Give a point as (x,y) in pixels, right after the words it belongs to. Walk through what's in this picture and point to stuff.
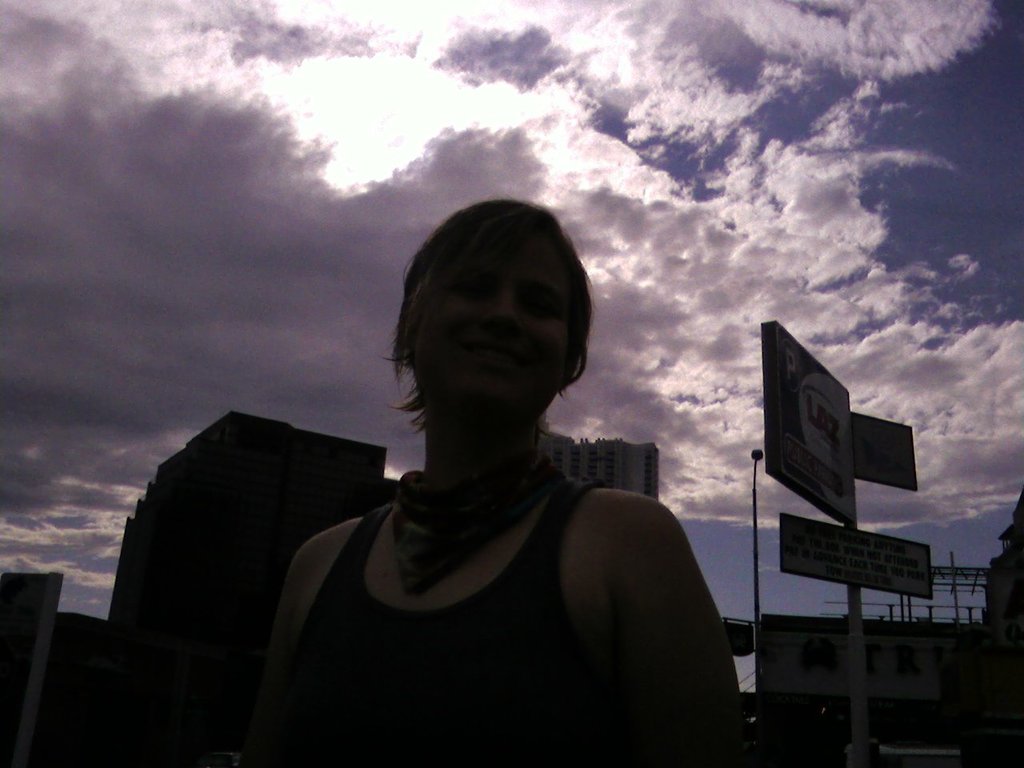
In this image we can see a woman (658,553) is standing, and smiling, at the back (319,460) there are buildings (271,500), there is hoarding (814,554), there is the pole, at above the sky (626,311) is cloudy.
